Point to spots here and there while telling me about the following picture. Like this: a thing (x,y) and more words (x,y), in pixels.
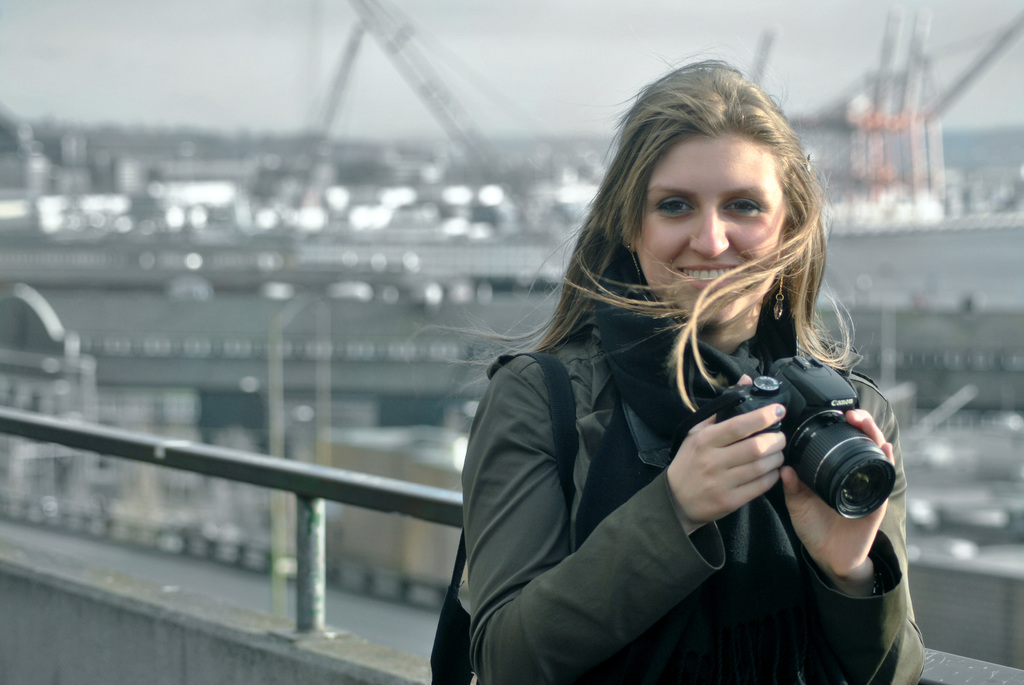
there is a woman (695,196) holding a camera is smiling.
